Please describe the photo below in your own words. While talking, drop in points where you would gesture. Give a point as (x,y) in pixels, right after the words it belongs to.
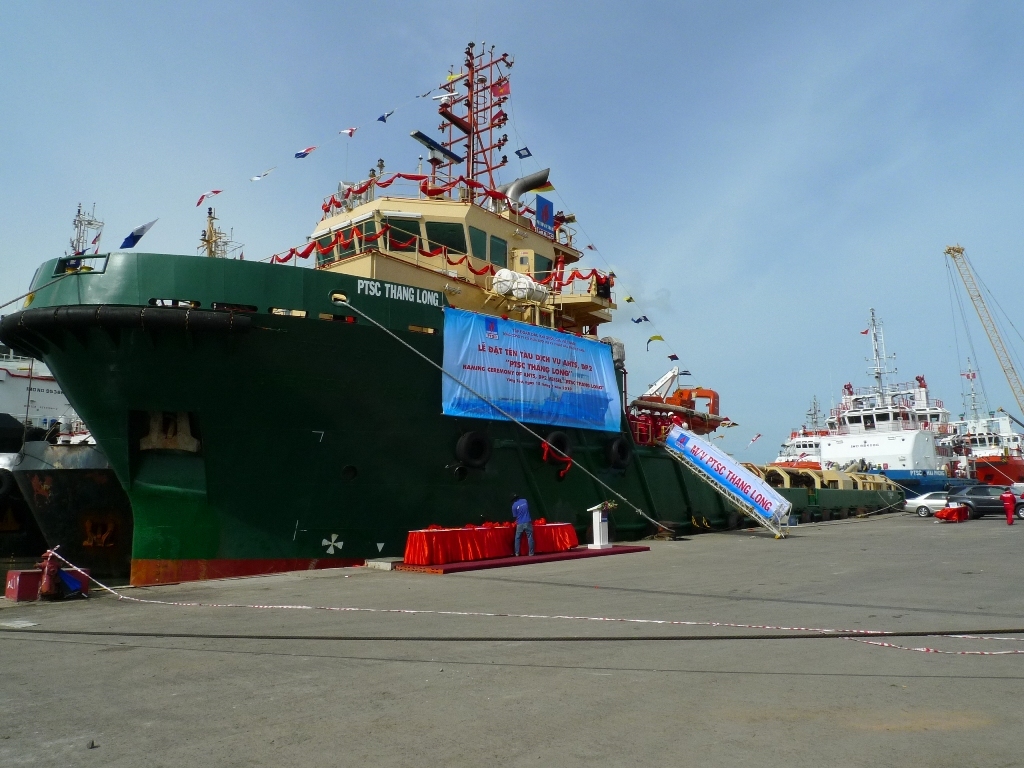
In this image I can see there is a big ship (323,422) in green color. There are banners (564,415) on it, on the right side (943,457) there are white color ships (933,442) and also there are cars (979,510) that are parked on the road (940,545). At the top (693,241) it is the blue color sky (766,243).
